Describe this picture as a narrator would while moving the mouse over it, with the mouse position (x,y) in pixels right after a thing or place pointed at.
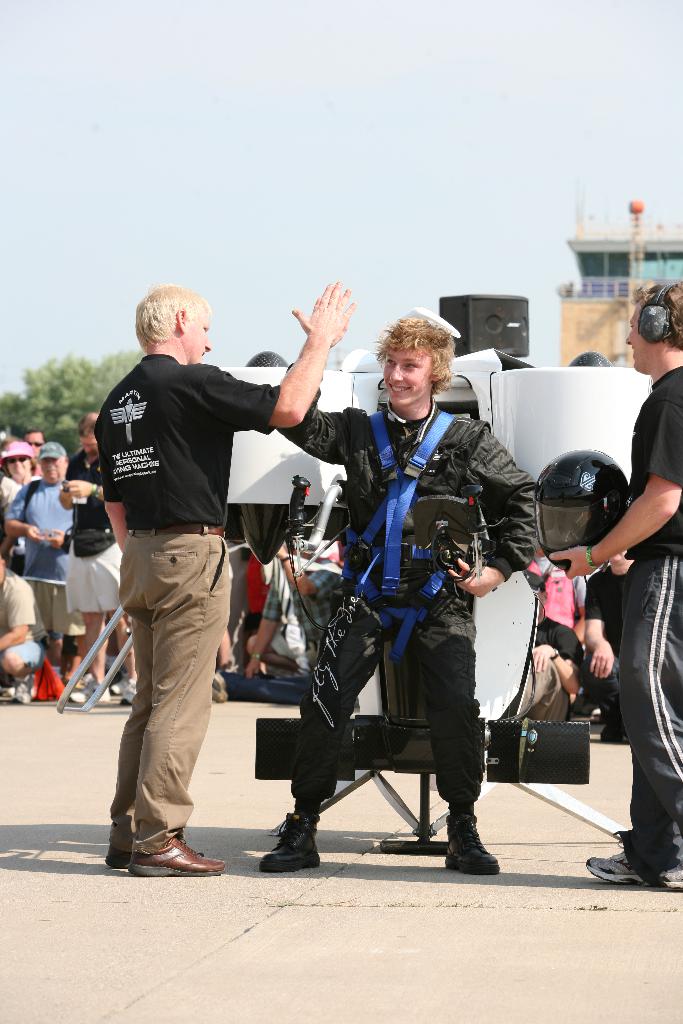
In this image I can see three persons (159,739). One person (678,650) is holding a helmet (578,464) in his hands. In the background (303,631) I can see few people (250,614). I can see a tree (72,408) and a building (599,271). At the top (399,132) I can see the sky (344,190).
